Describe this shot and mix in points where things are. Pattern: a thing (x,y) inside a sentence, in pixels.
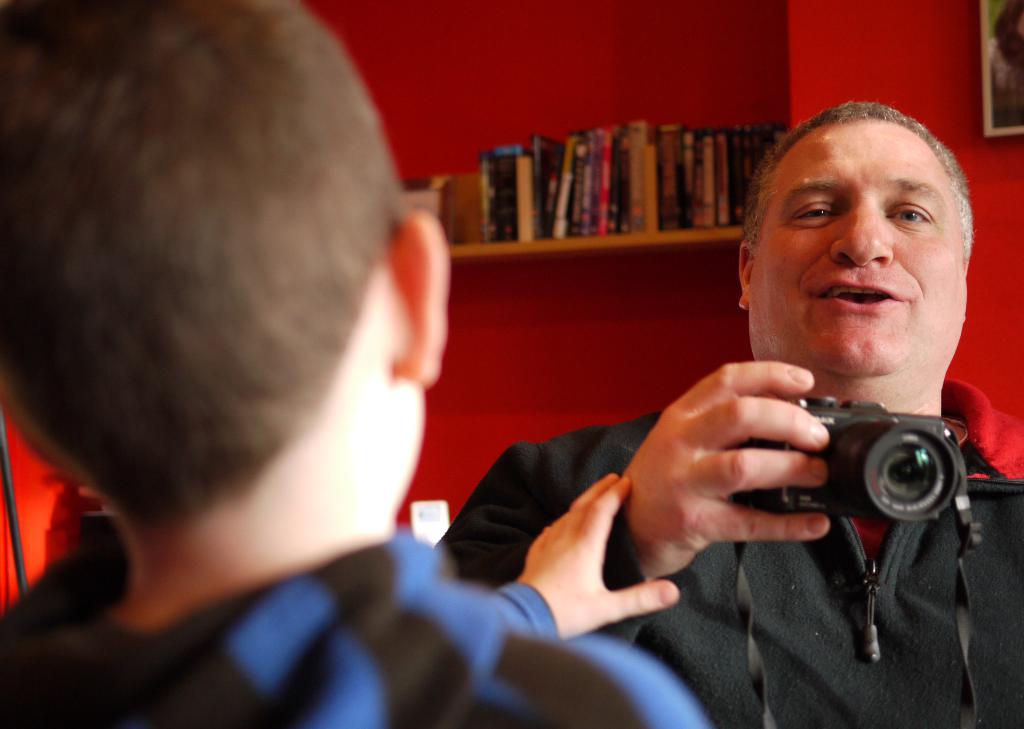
In this image there are persons (501,473). In the center (515,471) there is a man (821,331) holding a camera (869,484) in his hand (804,480) and having some expression on his face (861,280). In the background (538,244) there is a shelf (553,241) and on the shelf (538,244) there are objects (558,183) and there is a frame (1000,66) on the wall (933,74) and the wall (555,76) is red in colour.
